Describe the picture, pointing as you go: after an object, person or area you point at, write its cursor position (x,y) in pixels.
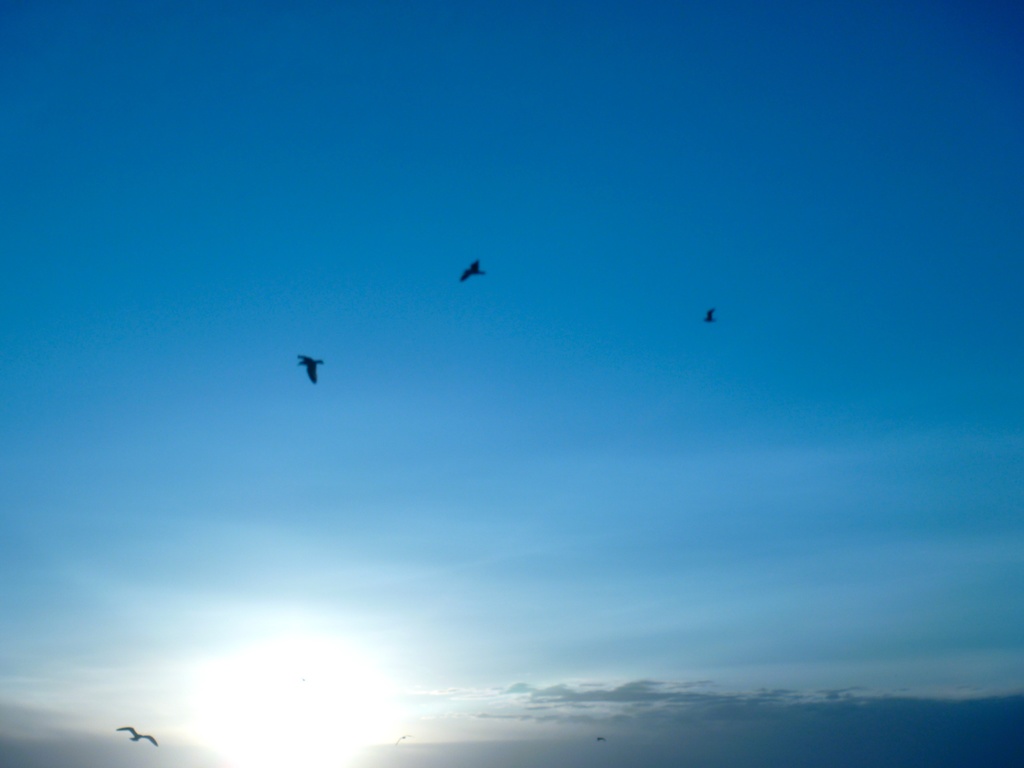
In this picture I can see few birds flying and a blue cloudy sky (598,310).
